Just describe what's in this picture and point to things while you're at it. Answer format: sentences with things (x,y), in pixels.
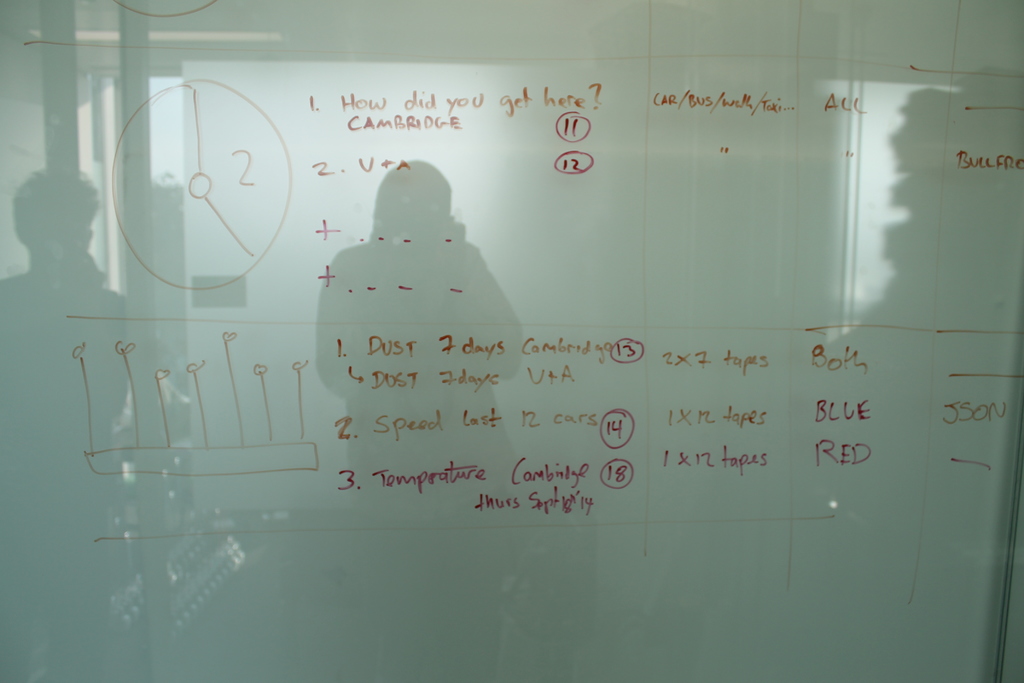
In this image in the center (637,270) there is one board (845,506), on the board (321,247) there is some text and we could see reflection (471,265) of some persons (352,298).
